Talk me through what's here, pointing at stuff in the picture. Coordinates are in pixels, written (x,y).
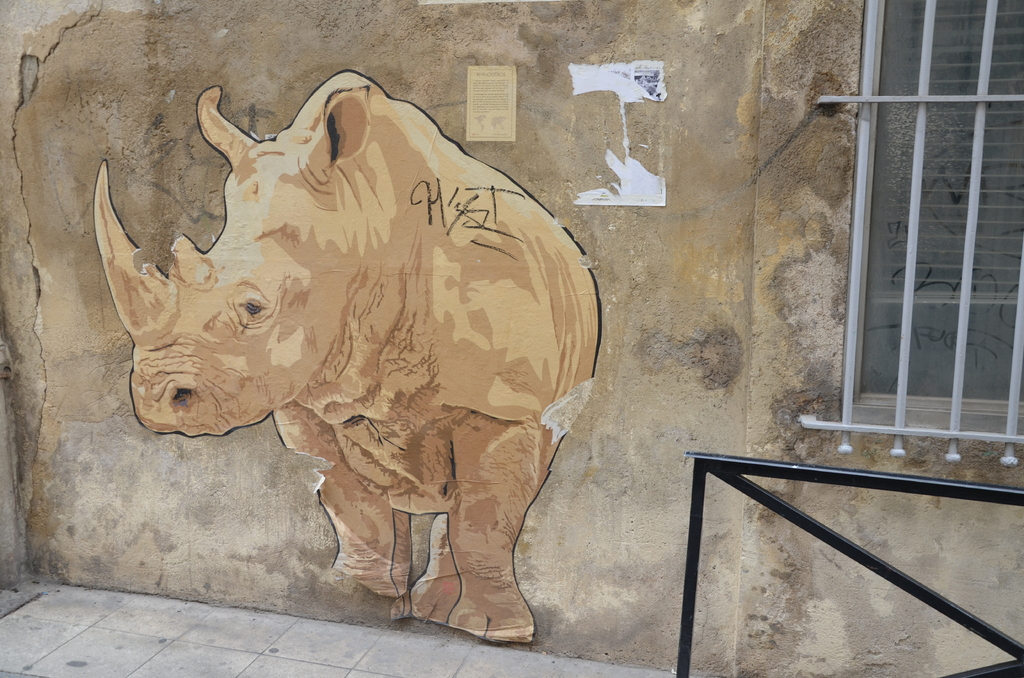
In this picture, we see a poster (504,324) of rhinoceros (289,344) is pasted on the wall (160,97). We even see a yellow color paper (481,107) with text (491,72) written on it is pasted on the wall (485,159). In the right bottom of the picture (758,467), we see an iron railing (932,591). On the right side (863,254), we see a window (893,244).
